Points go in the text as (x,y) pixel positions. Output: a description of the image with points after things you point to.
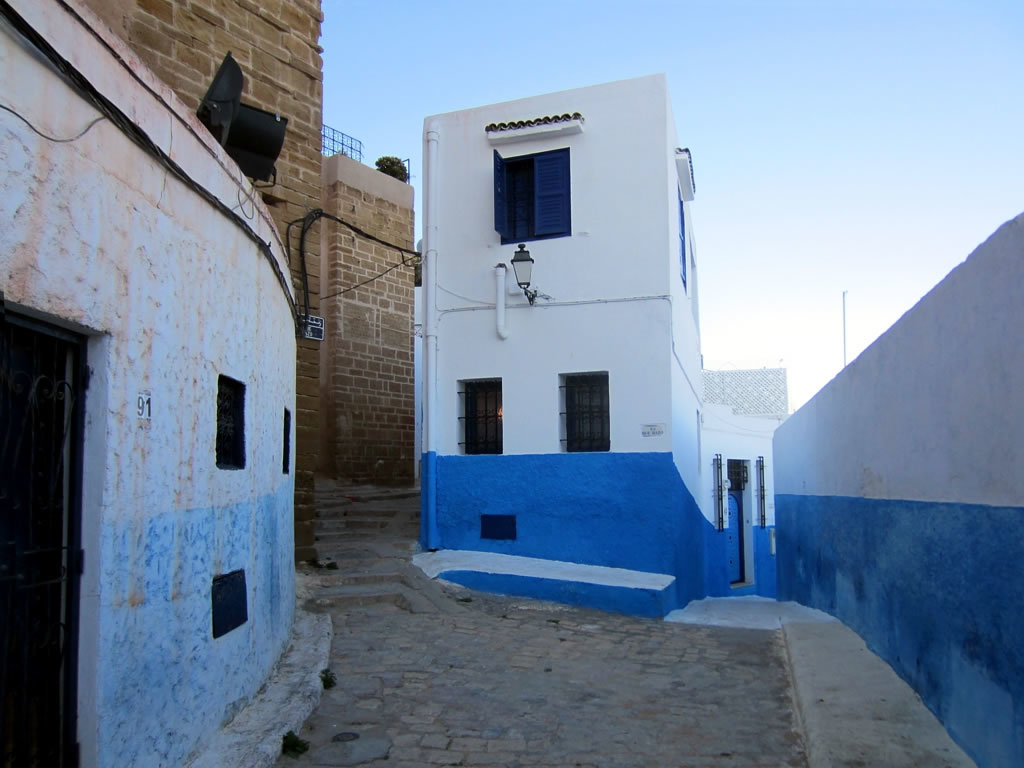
In this image I can see the buildings (370,408) and there is a light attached to one of the building (552,529). To the right (807,558) I can see the wall (805,552). In the background (351,36) I can see the pole (845,333) and the sky (849,297).
